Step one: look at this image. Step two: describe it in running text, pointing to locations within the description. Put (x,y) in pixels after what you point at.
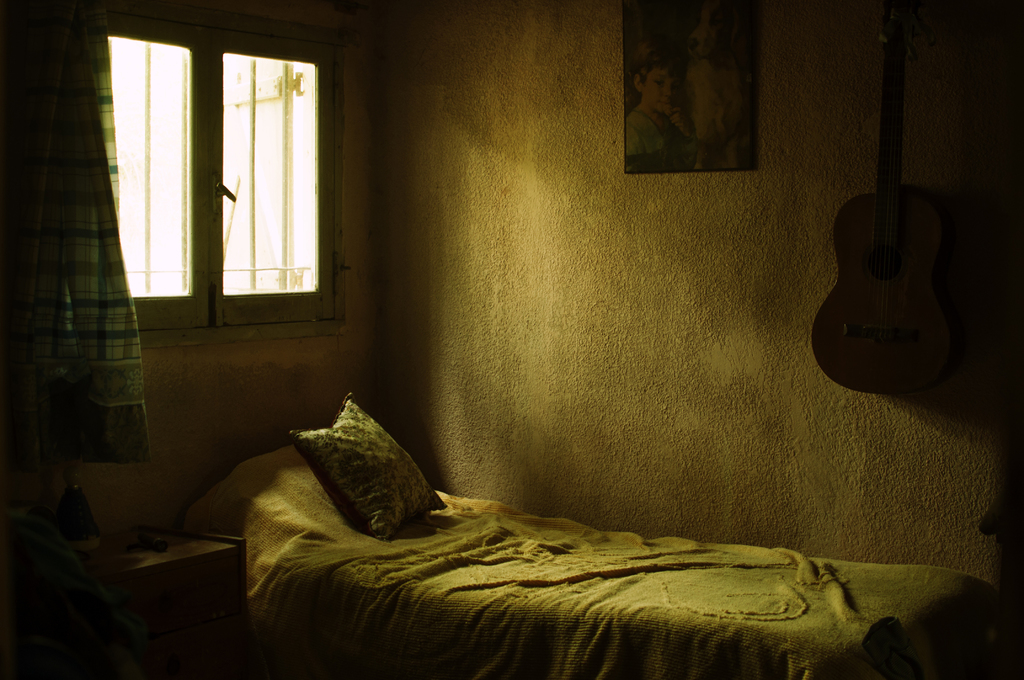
This picture shows a bed (775,659) pillow (365,438) and a photo frame (726,7) on the wall (611,152) and a guitar (853,200) hanging to the wall (811,407).
